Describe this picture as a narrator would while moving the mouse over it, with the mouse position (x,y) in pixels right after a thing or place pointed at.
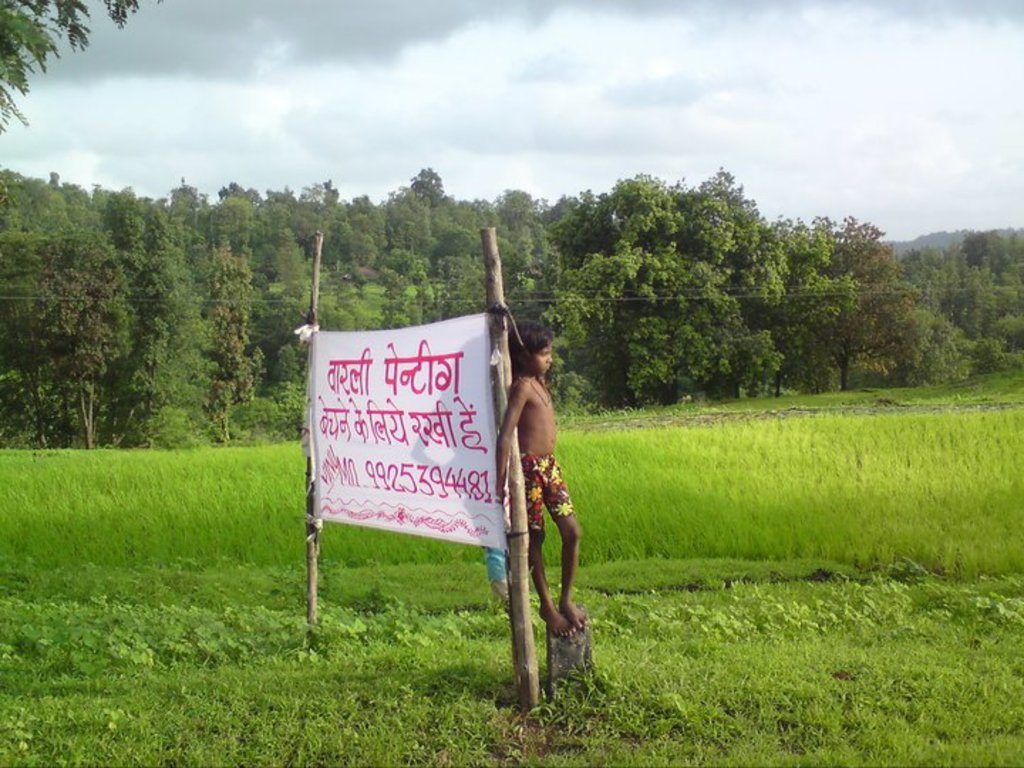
In this image there is a kid (525,406) standing on the rock (585,651) is leaning on to a wooden pole (502,393) with banner (385,440) to it, behind the kid (514,399) there is crop (790,500) and trees (220,409), at the top of the image (342,194) there are clouds (479,101) in the sky (609,168).
